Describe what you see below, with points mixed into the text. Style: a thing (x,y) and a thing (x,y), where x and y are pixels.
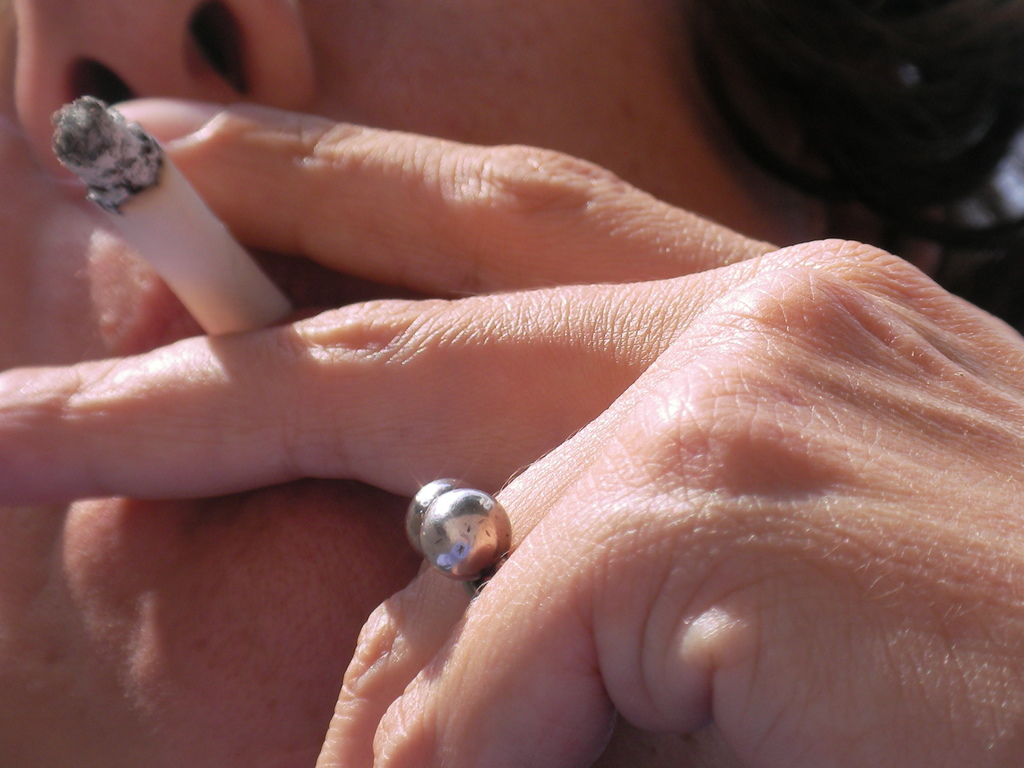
In this image, there is a person (497,34) holding a cigarette (252,288) with his fingers (378,242). This person (384,350) is wearing a ring (428,503) on his finger (426,609).
